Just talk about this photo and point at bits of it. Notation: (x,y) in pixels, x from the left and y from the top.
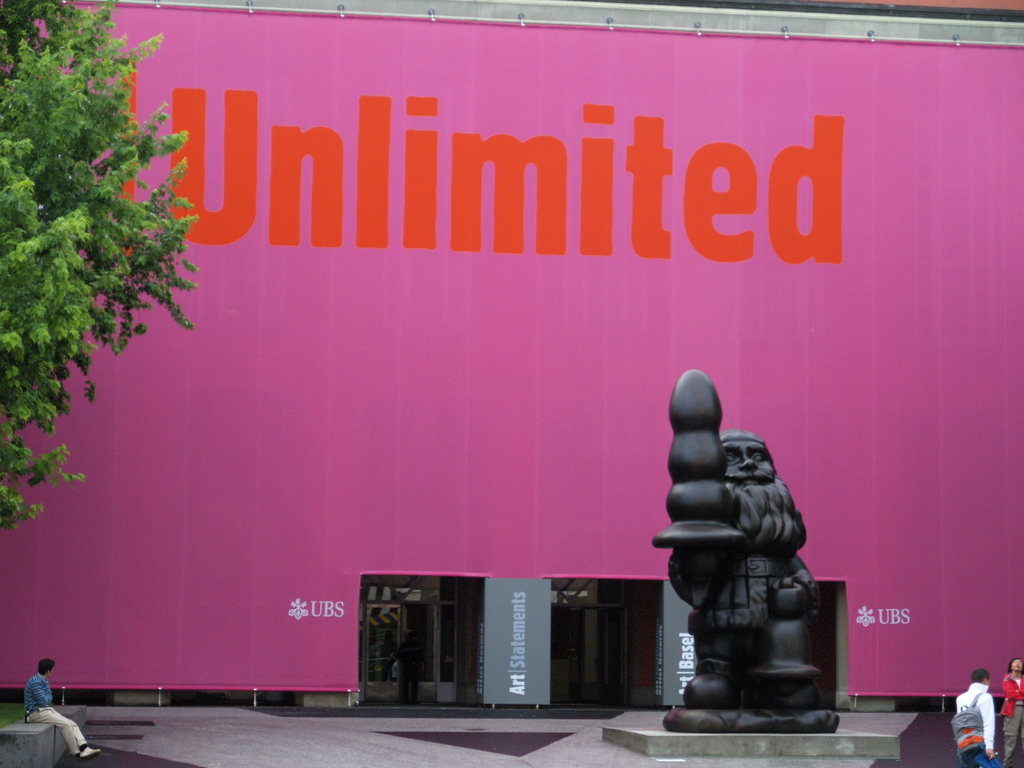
In this picture, we can see the ground (394,754), a few people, and we can see statue (696,594), wall (418,540) with text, and we can see doors (615,646).
